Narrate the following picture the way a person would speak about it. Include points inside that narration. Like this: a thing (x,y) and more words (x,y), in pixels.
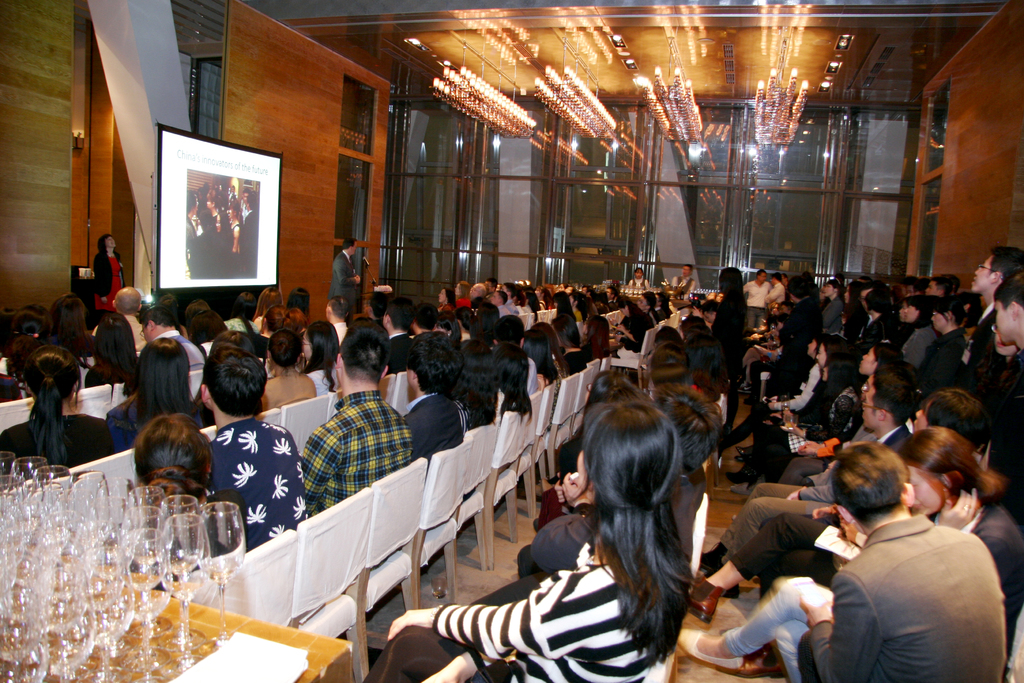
In the image we can see there are many people (434,356) wearing clothes (409,430), they are sitting on the chair (307,406) and some of them are standing. These are the wine glasses (132,542), chairs (369,546), floor (469,583), projection screen (213,225), window (614,201) and lights (574,87).
